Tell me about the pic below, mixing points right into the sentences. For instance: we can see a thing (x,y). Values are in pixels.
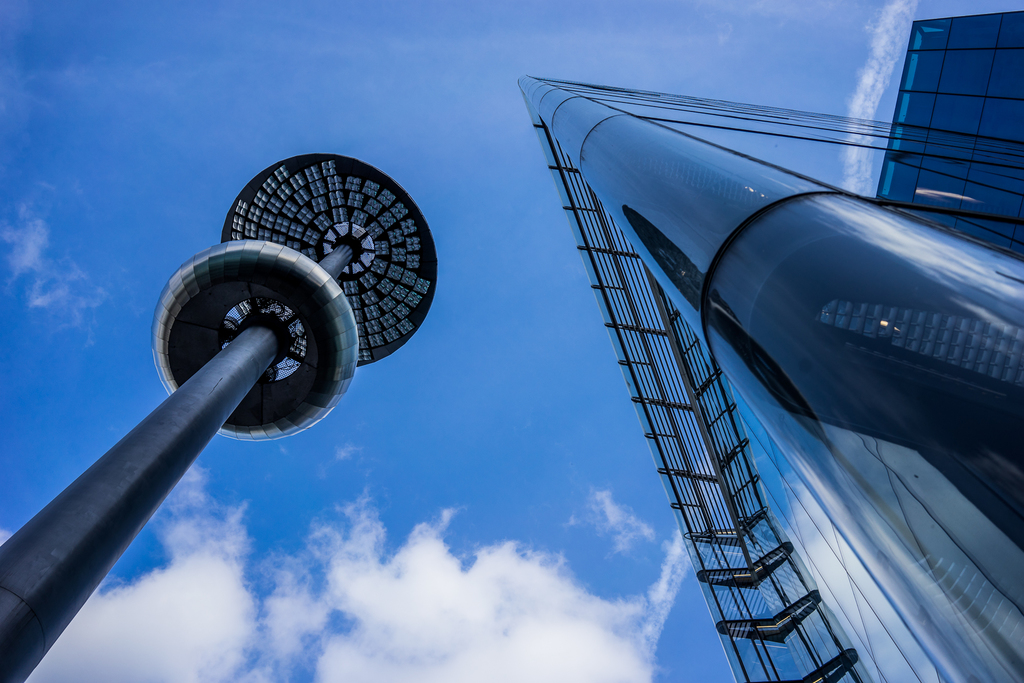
This is an outside view. On the right side (743,334) there is a building (882,391). On the left side (196,455) there is a pole (86,511) to which two metal objects (295,260) are attached. In the background (503,249), I can see the sky (492,496) and clouds (430,619).
